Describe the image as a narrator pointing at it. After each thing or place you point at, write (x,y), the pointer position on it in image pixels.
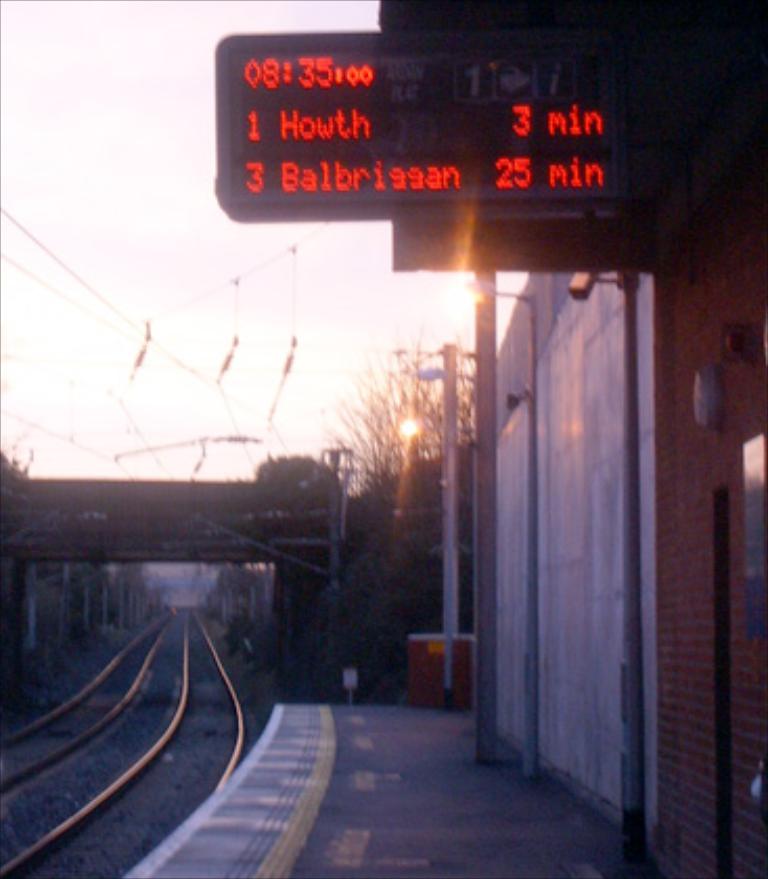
At the bottom (114,758) we can see platform (526,784) and railway tracks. On the right side (716,503) we can see wall (590,638), light poles (532,564), security camera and other objects (531,165) on the wall (543,563). In the background (248,578) there are trees (425,449), poles (447,422), bridge (83,541), sun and the sky (201,210).
